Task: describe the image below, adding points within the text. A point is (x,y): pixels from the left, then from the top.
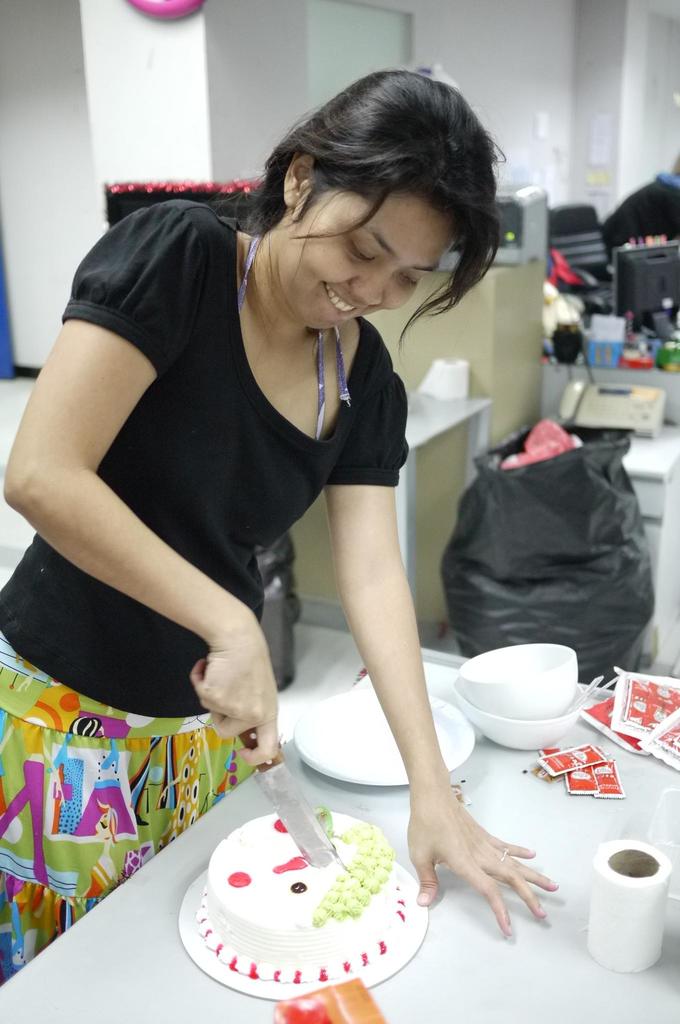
In the center of the image (259,491) we can see a woman (143,501) is standing and she is smiling and she is holding a knife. In front of her, there is a table (128,997). On the table (125,986), we can see a plate (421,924), cake (381,953), bowls (483,674) and a few other objects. In the background (311,110) there is a wall (106,132), black polythene bag (489,547) and a few other objects (436,328).
